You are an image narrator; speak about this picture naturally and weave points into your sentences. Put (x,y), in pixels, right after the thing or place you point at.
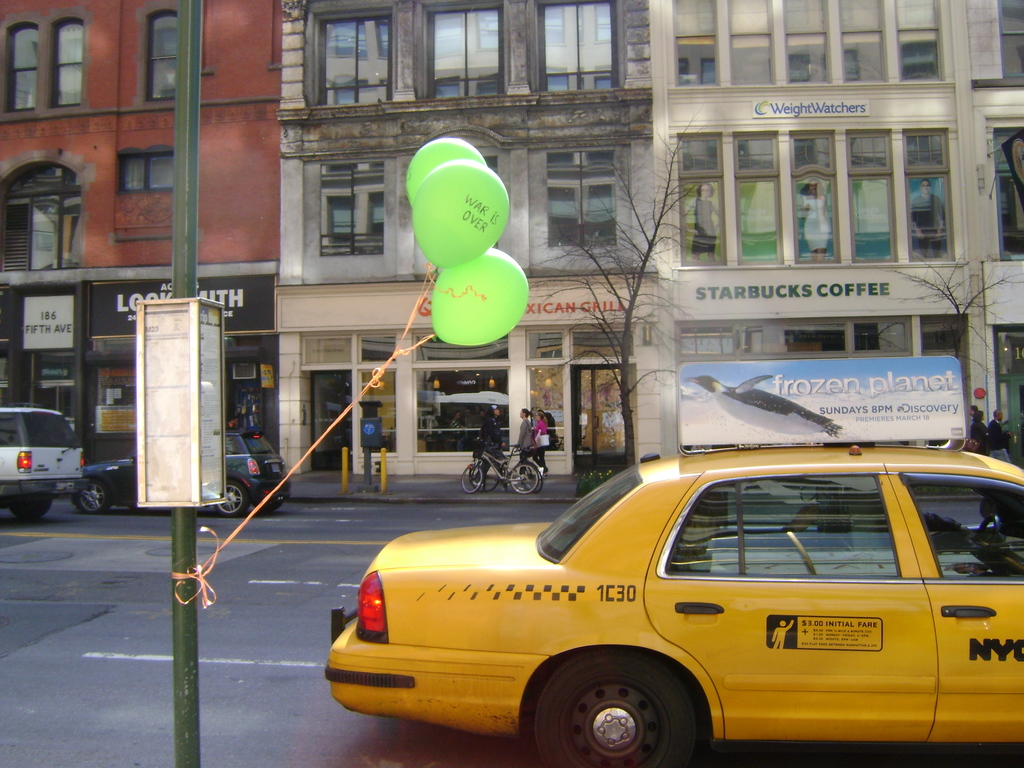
In this image, we can see vehicles (506,581) on the road (302,656) and in the background (250,426), there are buildings (665,229), trees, name boards (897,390) and we can see balloons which are tied to a pole (180,514).
